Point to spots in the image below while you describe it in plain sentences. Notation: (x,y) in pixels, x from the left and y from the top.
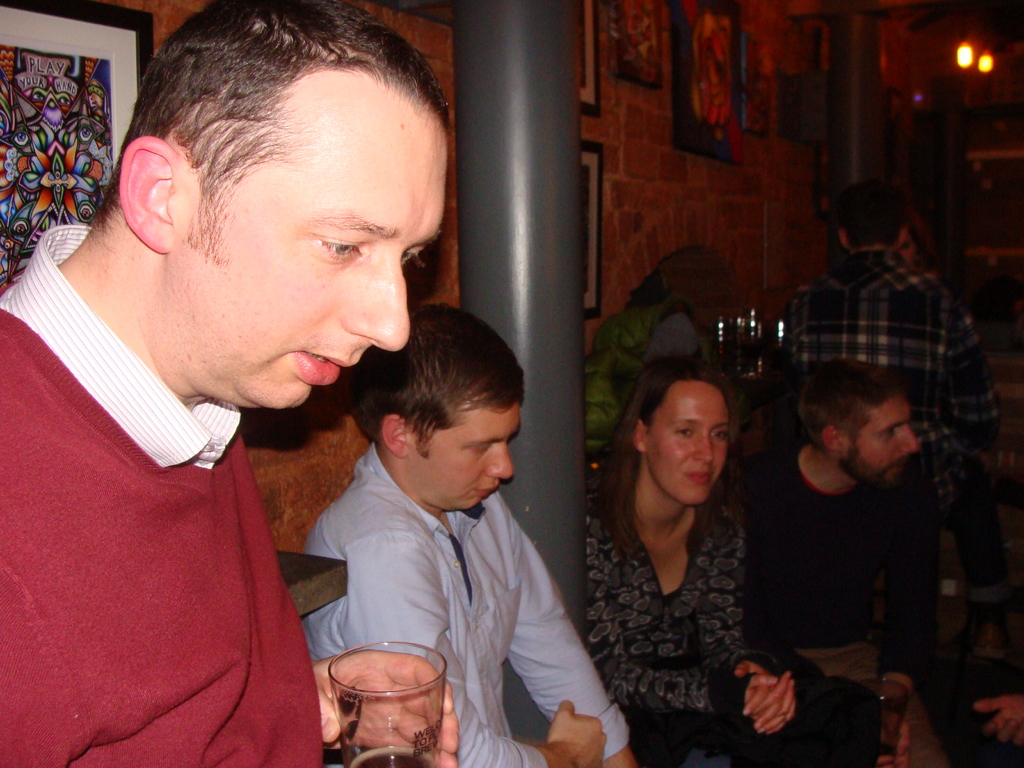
There is a person (182,263) holding a glass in his hand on the left side of the image (268,680) and there are people (906,504), it seems like a pole (541,193) and portraits (755,98) on the wall (778,171) and light (968,56) in the background area (623,211). There is another portrait (27,62) in the top left side (34,56).
